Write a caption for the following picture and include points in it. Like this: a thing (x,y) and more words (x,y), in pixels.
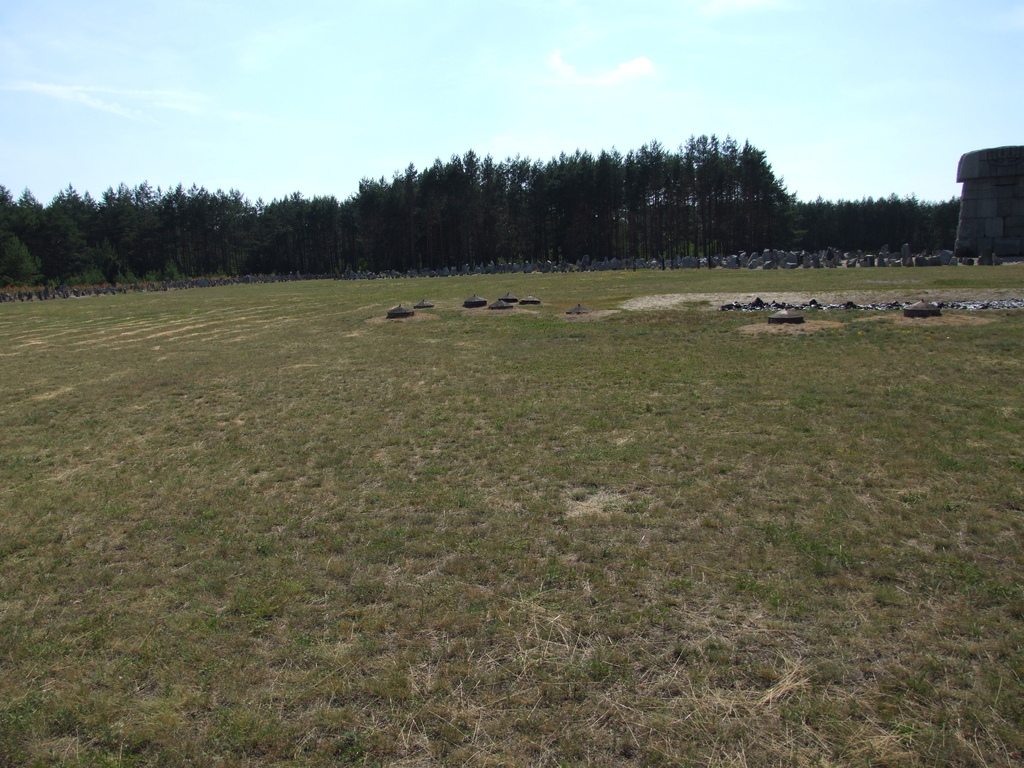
In this picture there are trees (857,246). On the right side of the image (980,257) there is a building (993,242). At the top (828,112) there is sky (815,109) and there are clouds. At the bottom (19,646) there is grass (638,385).
